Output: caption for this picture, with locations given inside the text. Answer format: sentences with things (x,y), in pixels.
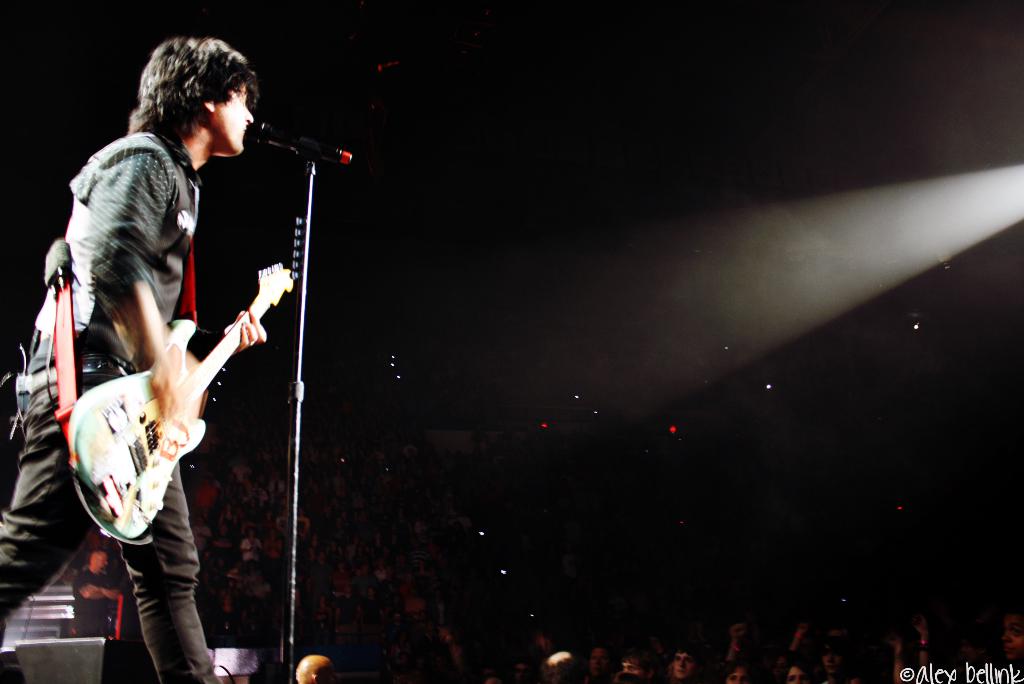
On the left side (201,102) there is a man (214,100) who is standing with a guitar (123,455) and he is singing near to a mic (304,156). On the bottom (388,581) we can see a crowd (833,654). On the right (965,203) there is a light (999,198).
